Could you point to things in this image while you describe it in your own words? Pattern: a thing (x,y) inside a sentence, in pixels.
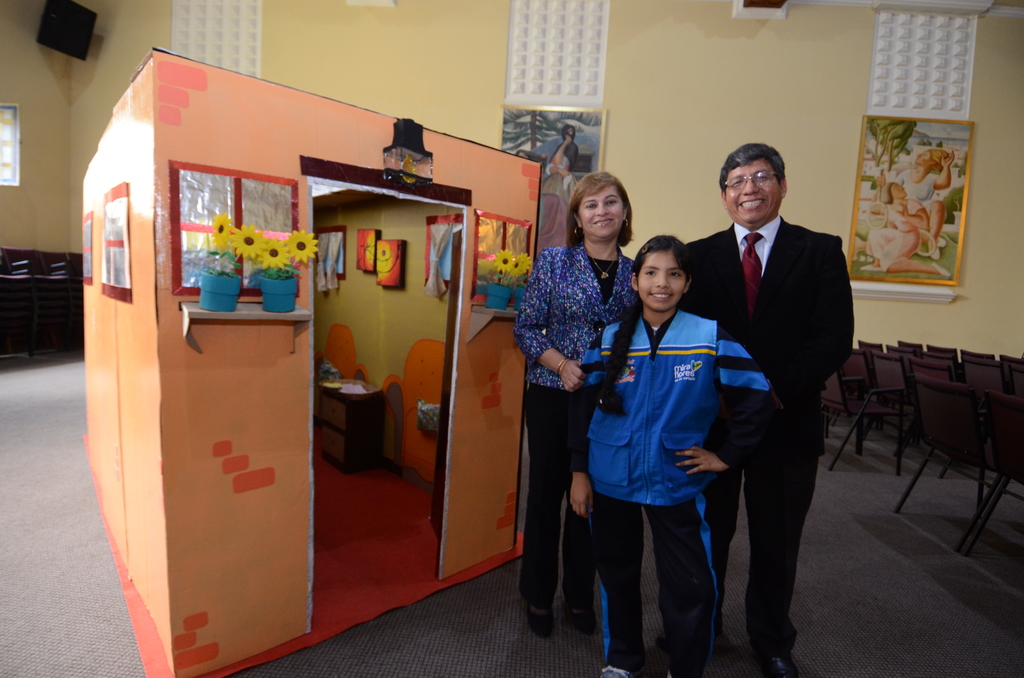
In the center of the image (599,384) we can see three people (635,457) standing and smiling. On the right (956,393) there are chairs (898,393). On the left (242,596) we can see a shed (280,430). In the background (428,82) there is a wall (528,102) and we can see wall frames (911,266) placed on the wall (831,188).
